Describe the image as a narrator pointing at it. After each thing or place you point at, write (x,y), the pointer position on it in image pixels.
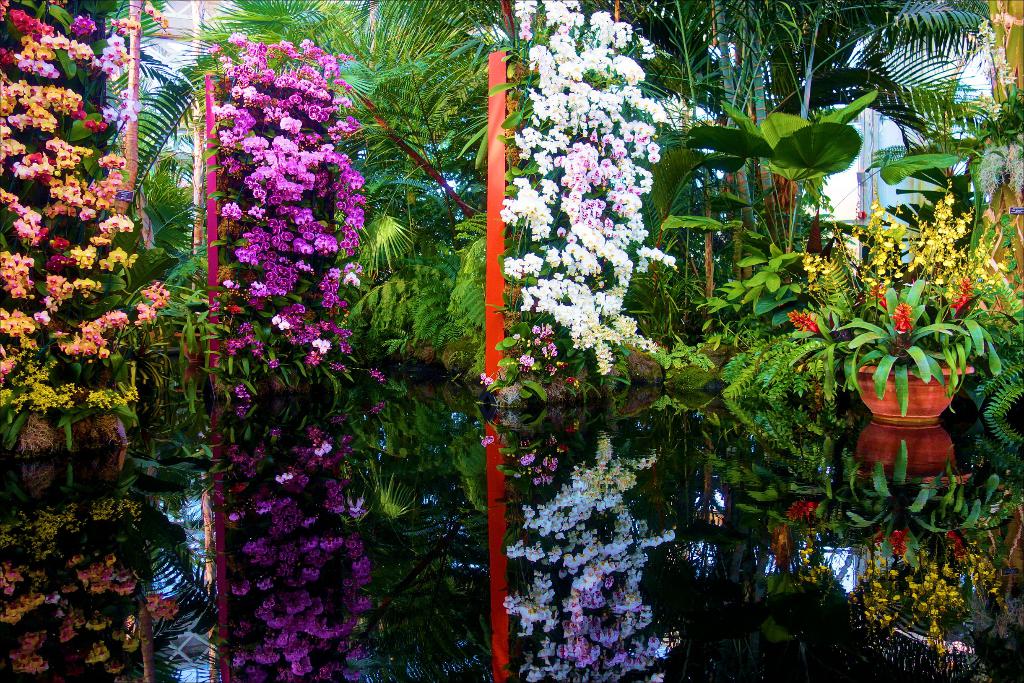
Here in this picture we can see number of flowers (99,186) present on the plants (66,109) and we can also see trees (482,286) present and we can also see plant pots (893,393) present and in the front (30,638) we can see water (619,529) present and we can see reflection (451,504) in the water (348,464).
